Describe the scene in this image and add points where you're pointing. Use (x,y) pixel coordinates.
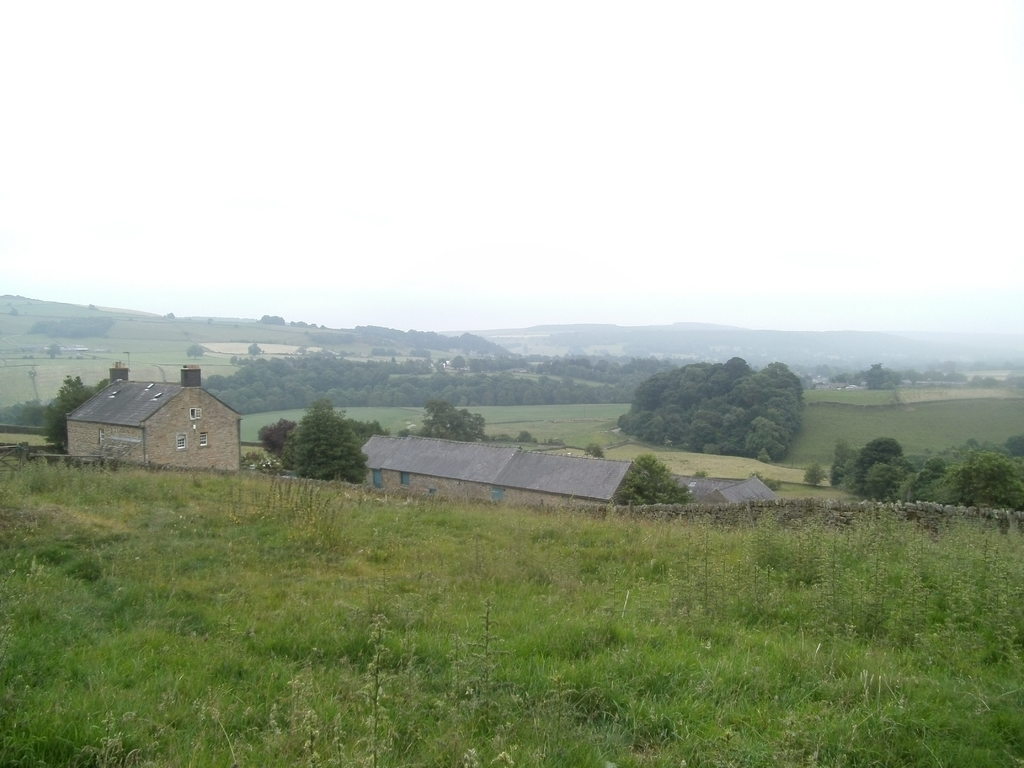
In this picture we can see building (89,417) and shed (607,497). On the bottom (365,637) we can see grass (492,743). In the background (632,360) we can see many trees (427,399) and farmland (968,416). Here we can see mountain (735,352). On the top (532,231) there is a sky (402,223).
